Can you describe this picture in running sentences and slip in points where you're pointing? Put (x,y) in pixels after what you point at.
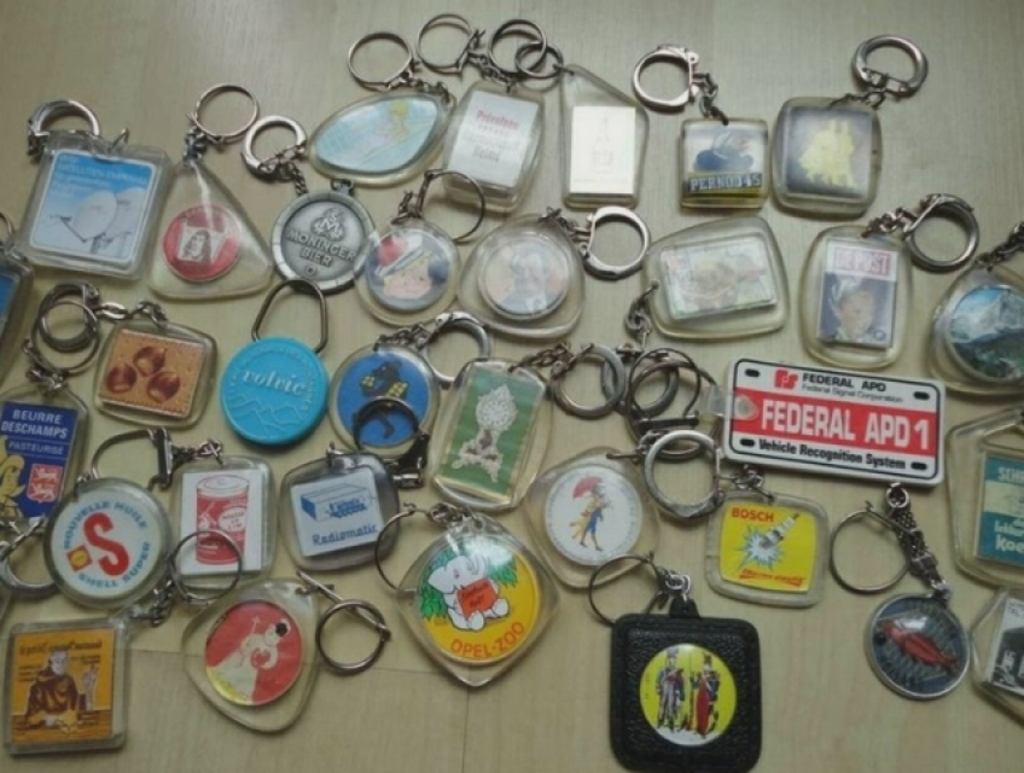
In this picture we can observe different shapes of keychains (734,538) placed on the cream color surface (153,76). We can observe square, rectangular, triangular and circular shapes in this picture.
